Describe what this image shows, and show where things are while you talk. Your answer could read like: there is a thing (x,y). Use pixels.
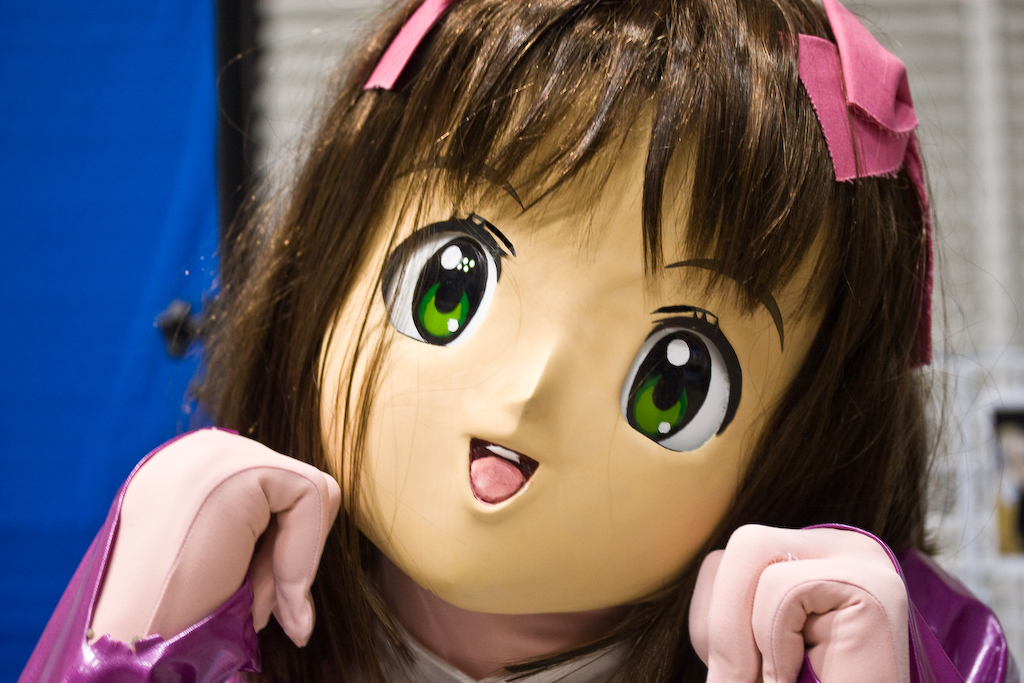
We can see doll (690,265). In the background (132,134) it is white and blue color.
